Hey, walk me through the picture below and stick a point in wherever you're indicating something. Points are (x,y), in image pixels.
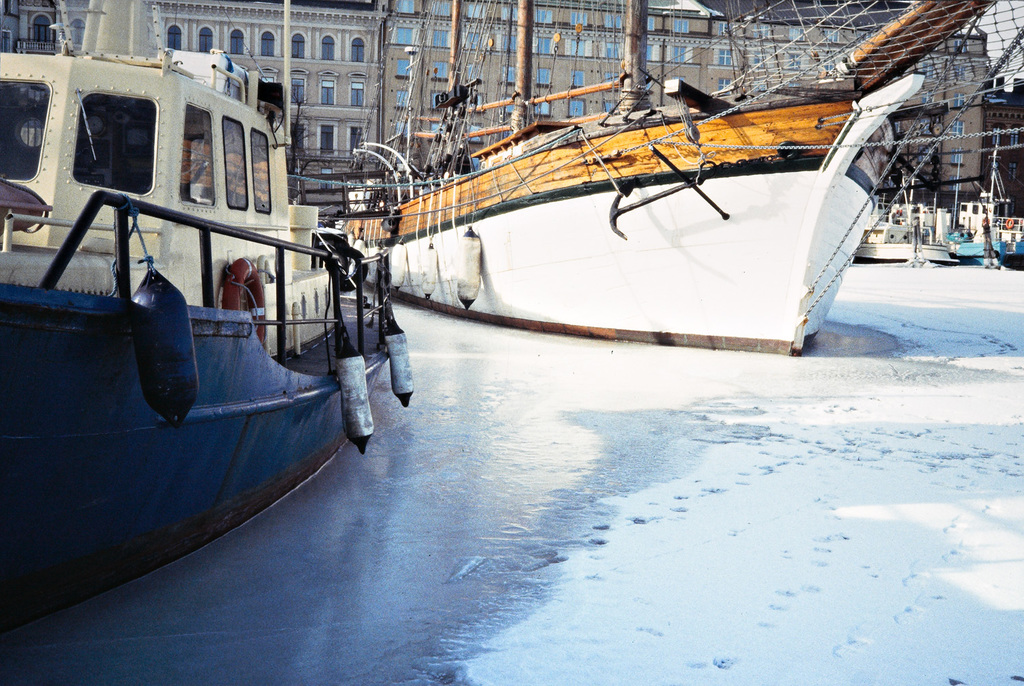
In the picture I can see boats (500,318) on the water (582,412). In the background (396,37) I can see buildings (330,135), the snow (862,294), ropes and some other objects (425,123).
